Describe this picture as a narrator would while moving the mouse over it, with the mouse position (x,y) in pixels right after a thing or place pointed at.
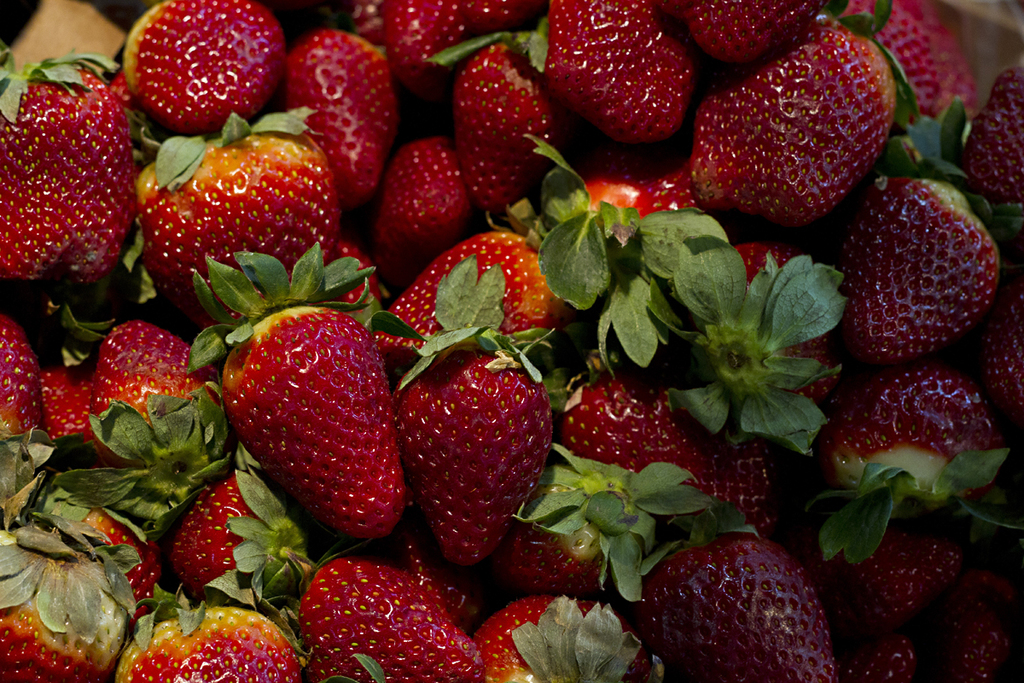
In the image we can see some strawberries (516,6).
